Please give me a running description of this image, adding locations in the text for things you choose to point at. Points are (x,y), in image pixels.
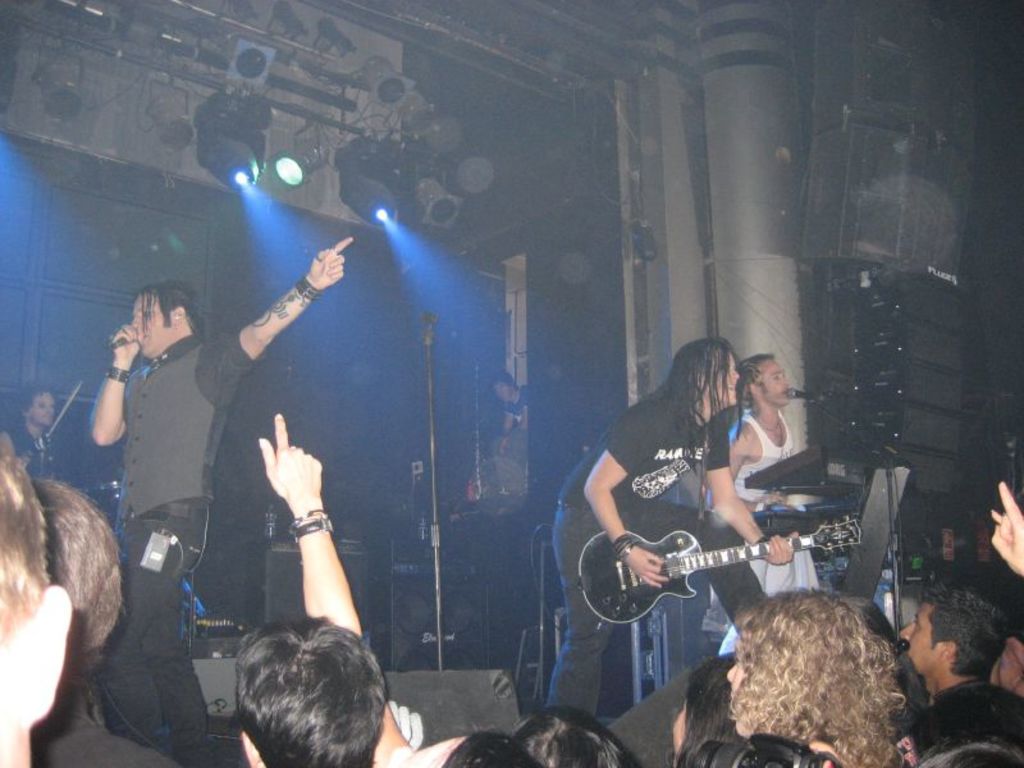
In this picture there is a man (185,414) who is standing and singing. There is also another man (46,440) who is playing an instrument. To the right (691,445), there is a man (674,455) who is wearing a black dress (638,449) and is playing a guitar (609,590). There is a man (778,454) who is wearing a white top (762,434) and he is singing. There are group of people (60,650) who are watching the performance presented on the stage (404,515). There is a light (287,182) at the background (279,167).
